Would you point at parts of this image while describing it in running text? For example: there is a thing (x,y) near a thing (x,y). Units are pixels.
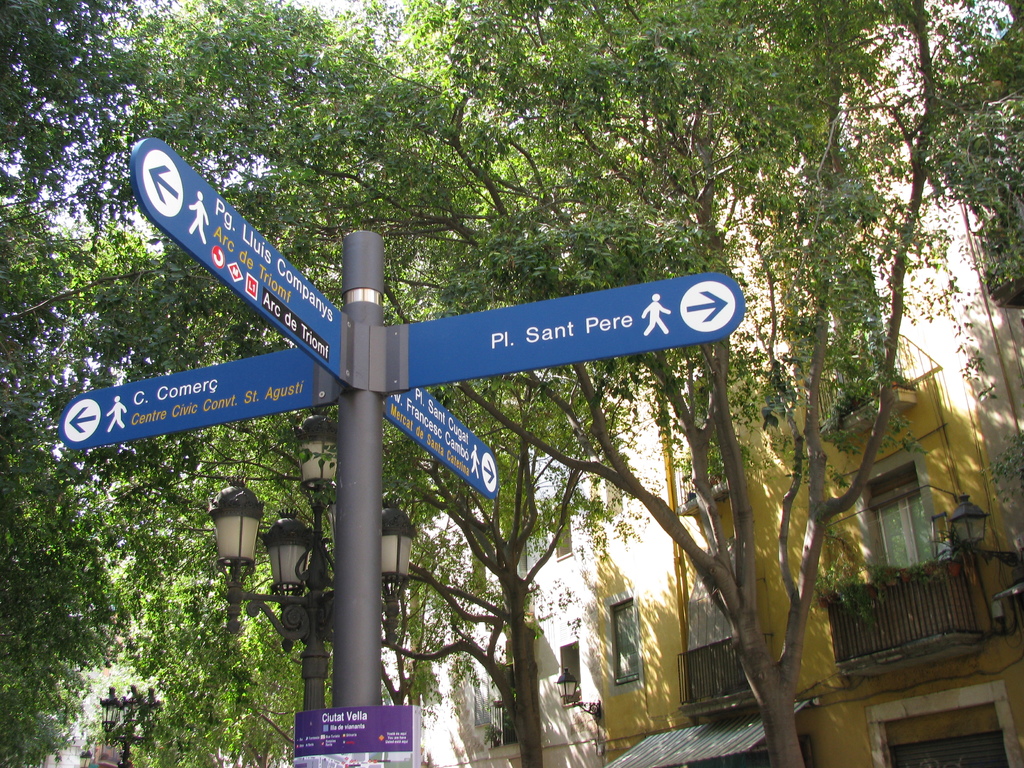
In this image I can see few blue colored boards (480,481) attached to the pole (368,441), background (194,564) I can see few light poles (333,444), trees (211,440) in green color and a building (763,538) in yellow color.
